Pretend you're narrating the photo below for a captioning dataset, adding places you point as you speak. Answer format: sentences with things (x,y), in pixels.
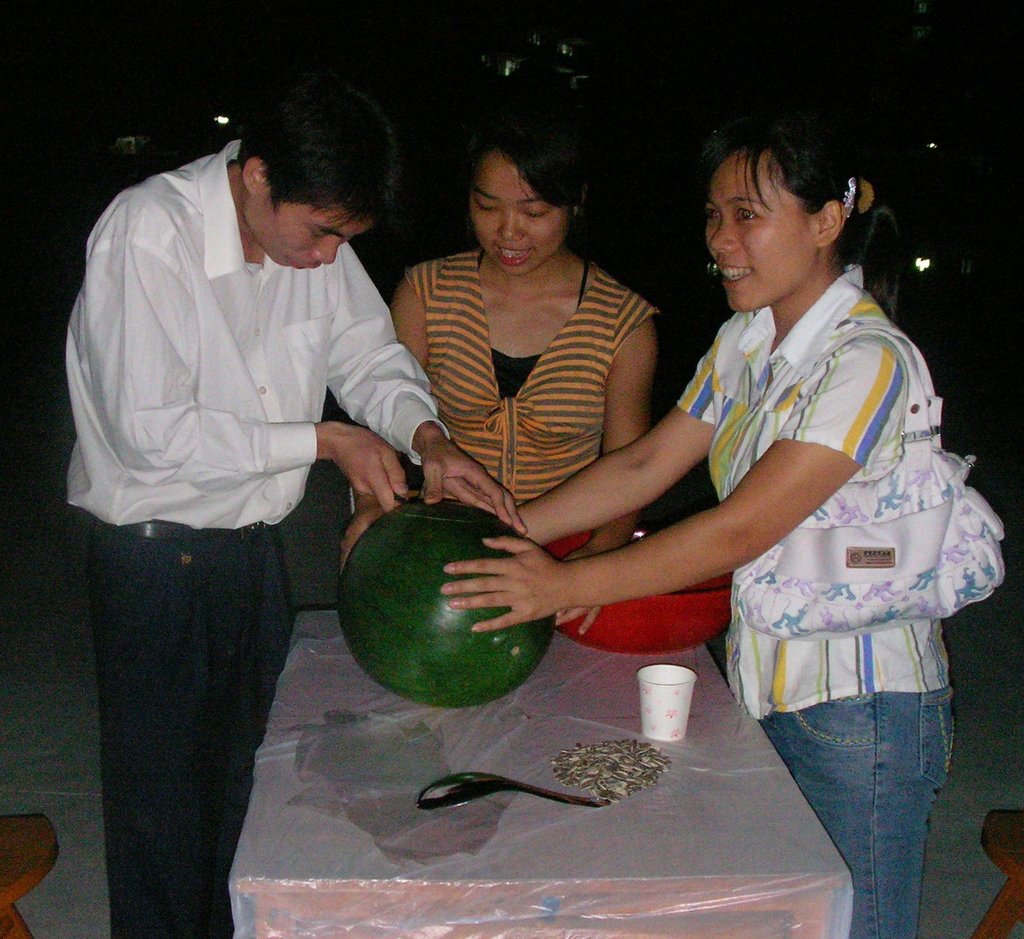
In this picture there are people (522,471) standing and holding a watermelon (472,668) and we can see bowl (715,612), cup (644,701), spoon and objects (615,795) on the table (369,875). In the bottom left (18,932) and right side of the image (1018,847) we can see wooden objects (5,920). In the background of the image (961,251) it is dark.
